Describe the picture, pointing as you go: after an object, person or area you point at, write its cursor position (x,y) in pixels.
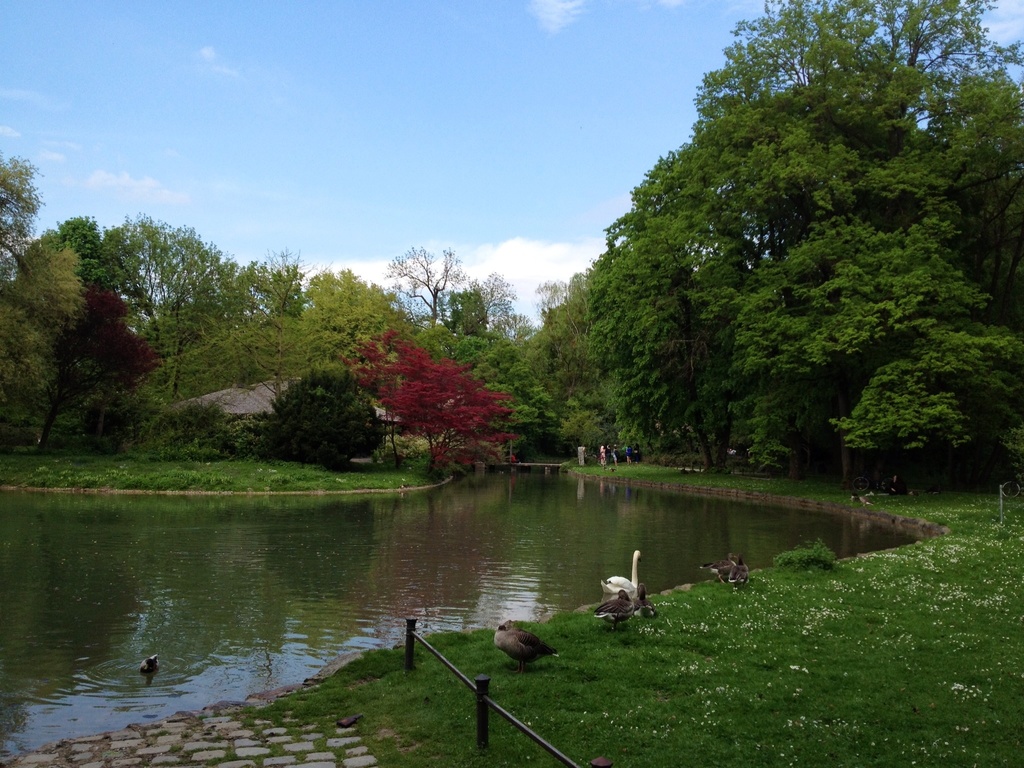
In this picture I can see few birds (731,568) at the bottom (748,567), on the left side (250,513) there is water (613,529). In the background (917,250) there are trees (545,426), at the top (516,189) I can see the sky (436,139).
